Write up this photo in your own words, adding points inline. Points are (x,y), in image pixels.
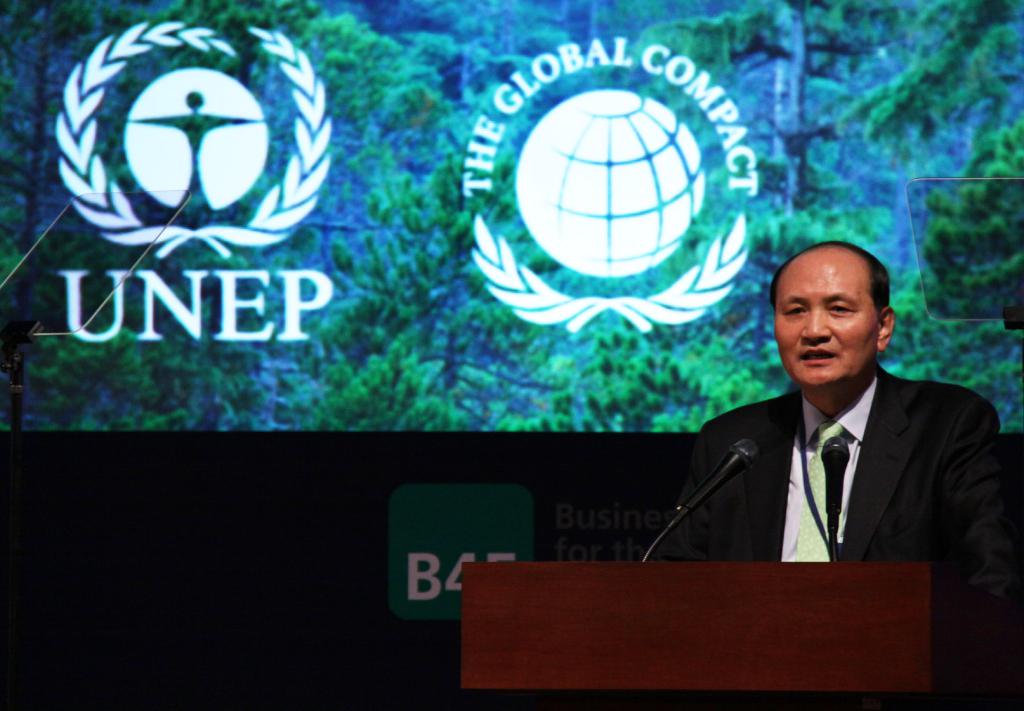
In this image we can see a man (827,429) standing behind a podium (871,591) containing microphones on it. On the right side of the image (953,289) we can see a glass sheet (968,259). At the top of the image (448,81) we can see a screen (264,88) on which we can see text (186,313) and some trees (654,331).
